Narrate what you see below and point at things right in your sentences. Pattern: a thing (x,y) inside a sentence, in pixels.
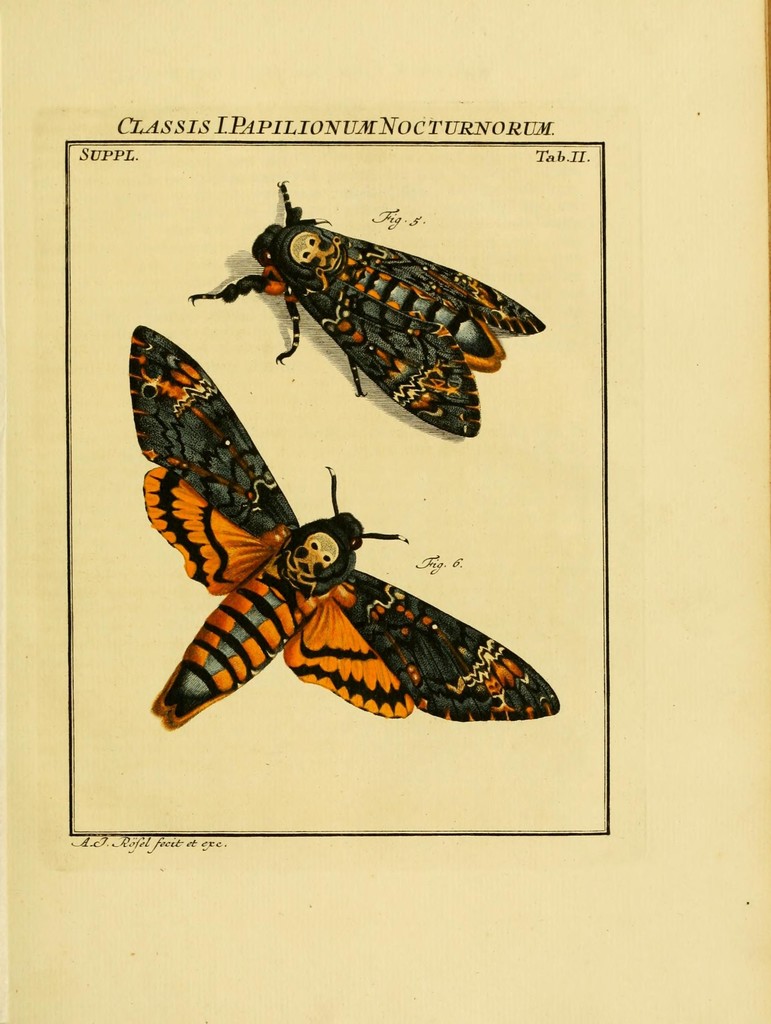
In the given image i can see a death's head hawkmoth (327,250) and some text (262,126) on it.
